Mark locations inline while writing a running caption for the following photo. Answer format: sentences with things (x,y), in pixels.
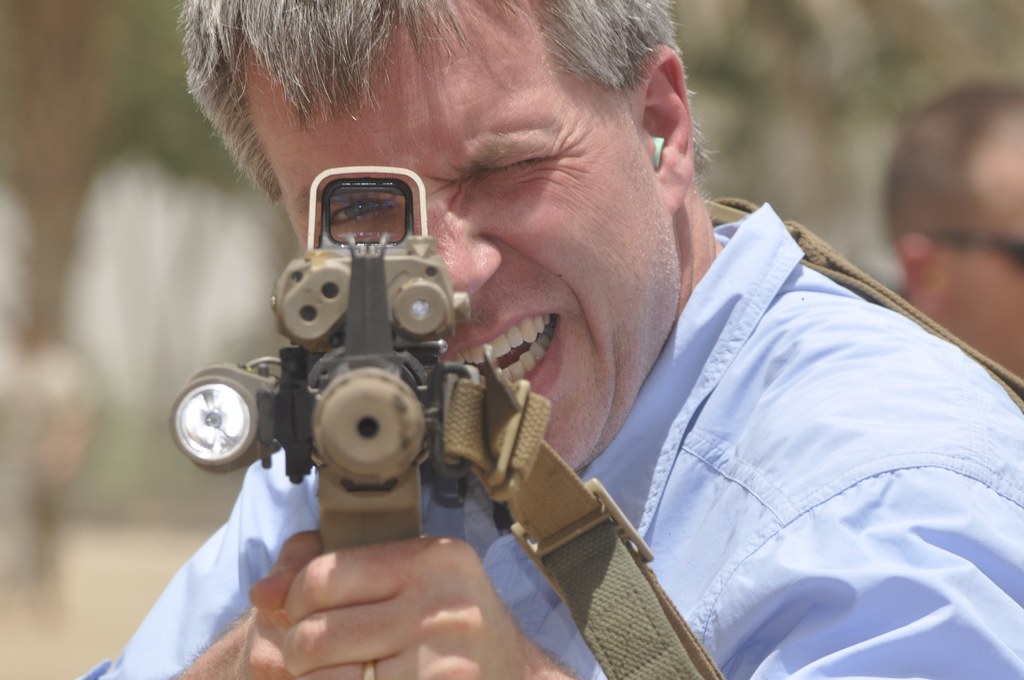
As we can see in the image in the front (505,415) there is a man (572,211) wearing sky blue color shirt (774,461) and holding gun (315,350) and the background is blurred.
